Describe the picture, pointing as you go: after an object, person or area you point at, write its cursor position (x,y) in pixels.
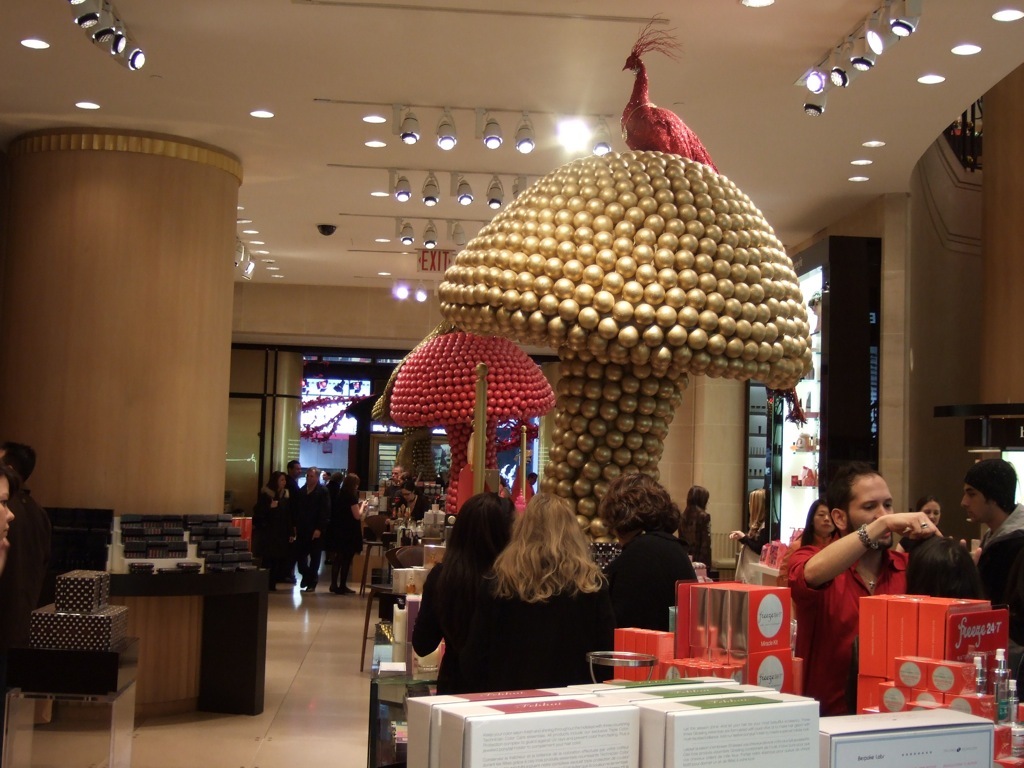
In this image I can see group of people (27,560) standing, in front (531,763) I can see few cardboard boxes (501,745). Background (250,471) I can see group of people (276,487) standing, few glass doors (314,449), lights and the wall (269,302) is in cream color.
